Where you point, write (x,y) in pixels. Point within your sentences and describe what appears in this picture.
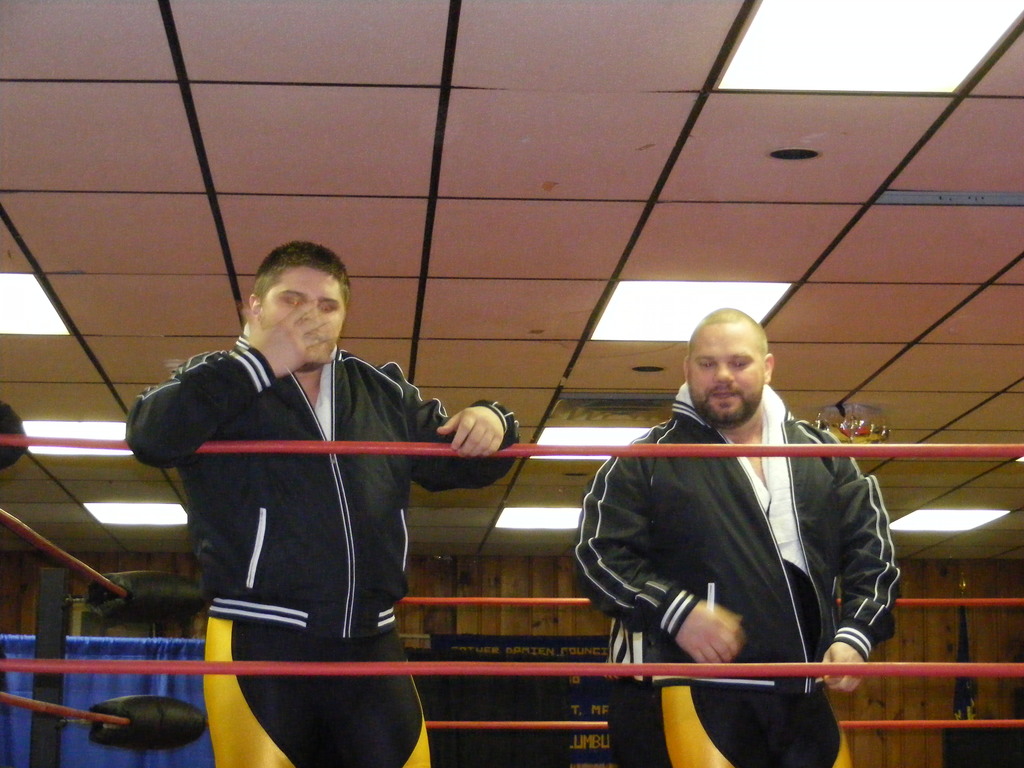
In this picture I can observe two men (337,511) standing inside the wrestling ring (240,668). I can observe lights (577,435) in the ceiling (406,205).
